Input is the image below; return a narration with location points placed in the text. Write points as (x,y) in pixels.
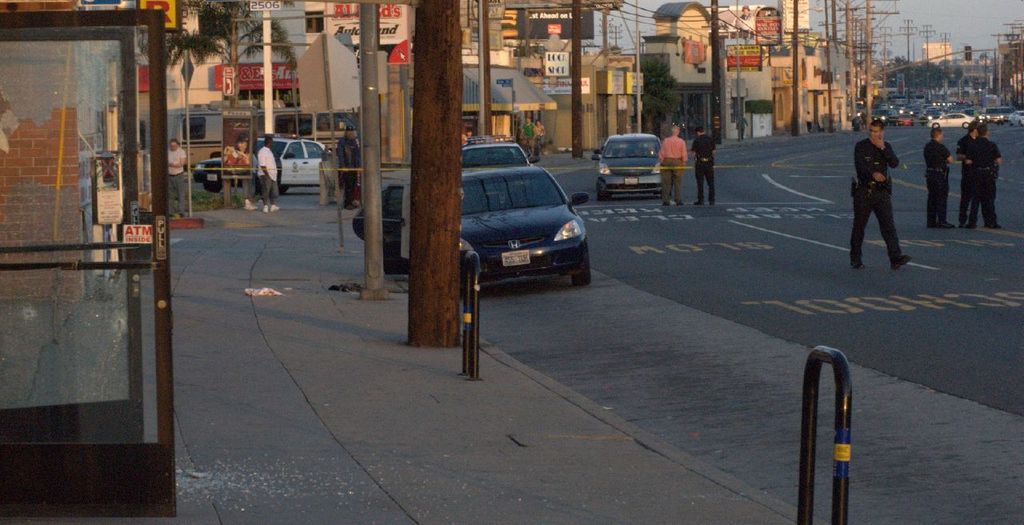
In the foreground of the picture (429,218) there are cars (537,204), police officers (870,199), road (621,361), footpath (341,344), pole (435,136), tree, doors (64,158) and buildings (69,167). In the background (484,101) there are buildings (399,97), people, cars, poles (639,52), cables (815,43), trees (936,76) and other objects (403,39).
